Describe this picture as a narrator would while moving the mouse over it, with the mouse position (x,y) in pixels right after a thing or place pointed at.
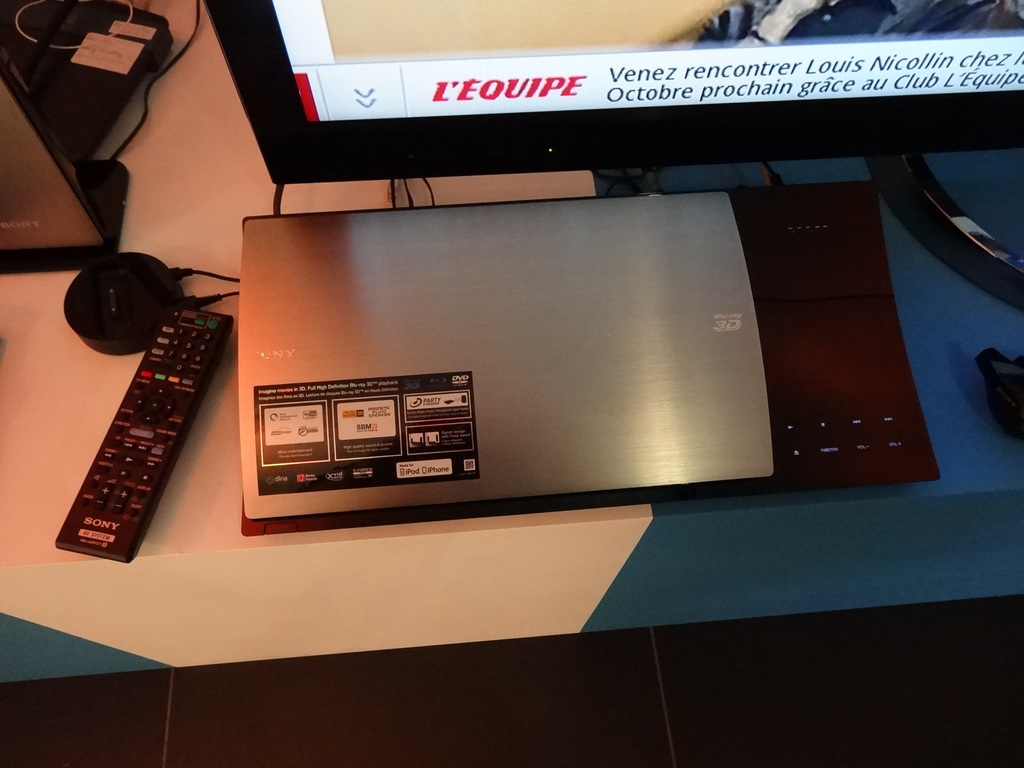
In this picture there is a television (346,158) and remote (185,403) kept on the table (159,531), in the background (77,242) we observe a Sony speaker (65,226) and there is a 3 D player (689,353) placed on the table (224,562) which is named as Sony.
